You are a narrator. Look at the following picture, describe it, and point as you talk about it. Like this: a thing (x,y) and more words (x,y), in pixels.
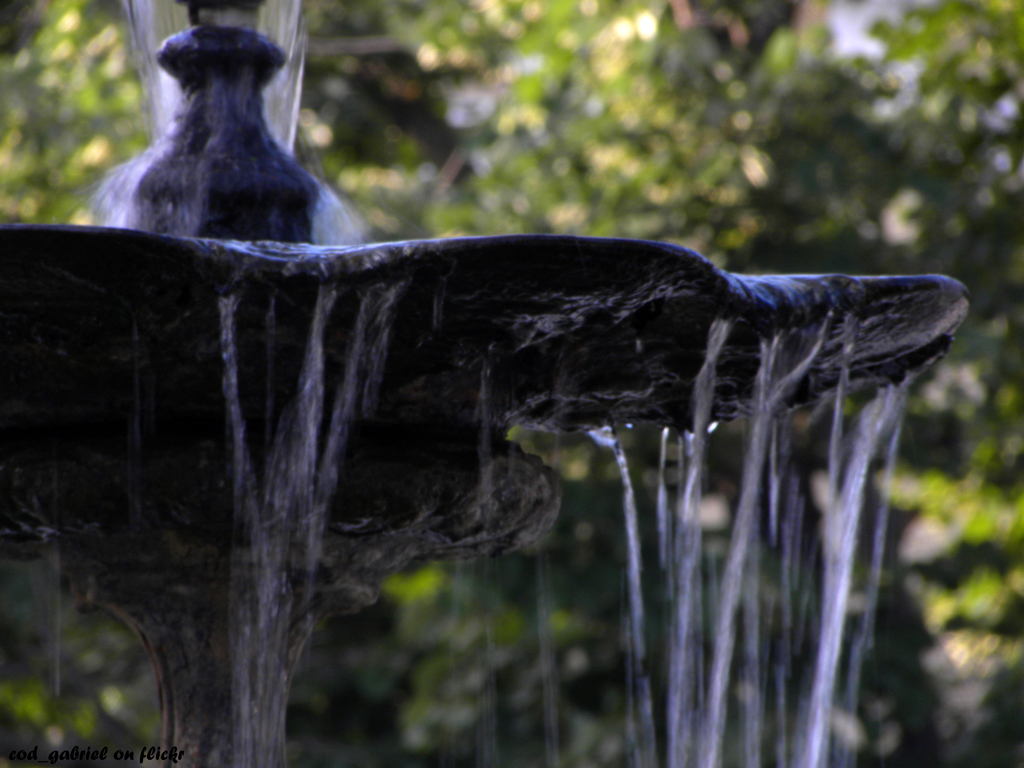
In this picture we can observe a fountain (213,391). There is some water (852,346). In the background (674,157) there are trees (600,174).
